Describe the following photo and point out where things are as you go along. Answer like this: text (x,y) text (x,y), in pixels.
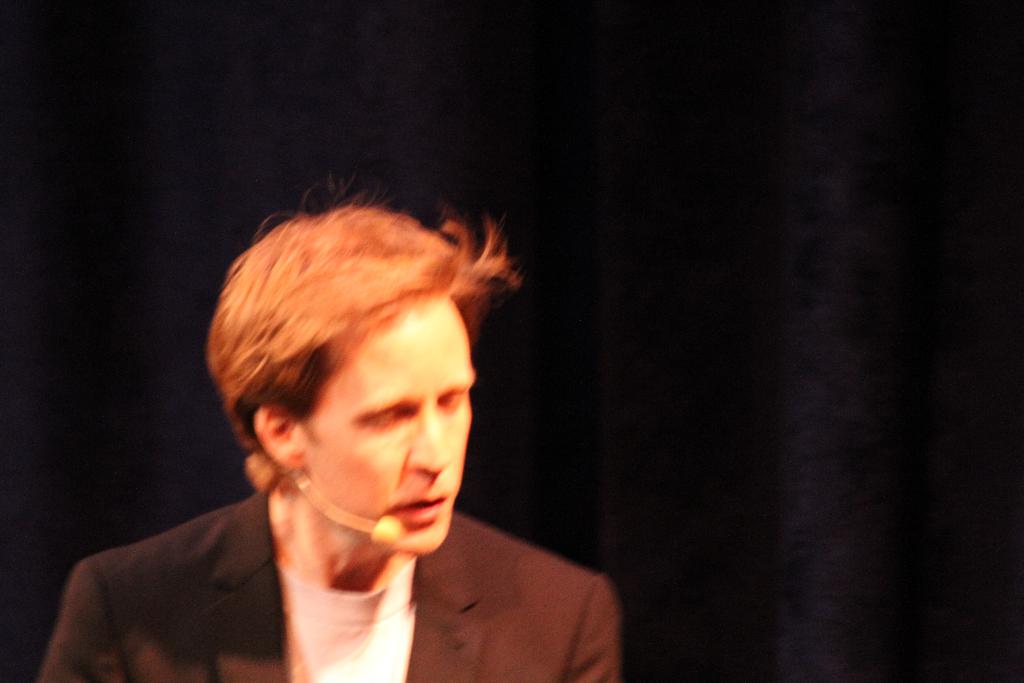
In this image we can see a man (475,538) with a mic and talking and in the background (953,466), we can see the image is dark.
